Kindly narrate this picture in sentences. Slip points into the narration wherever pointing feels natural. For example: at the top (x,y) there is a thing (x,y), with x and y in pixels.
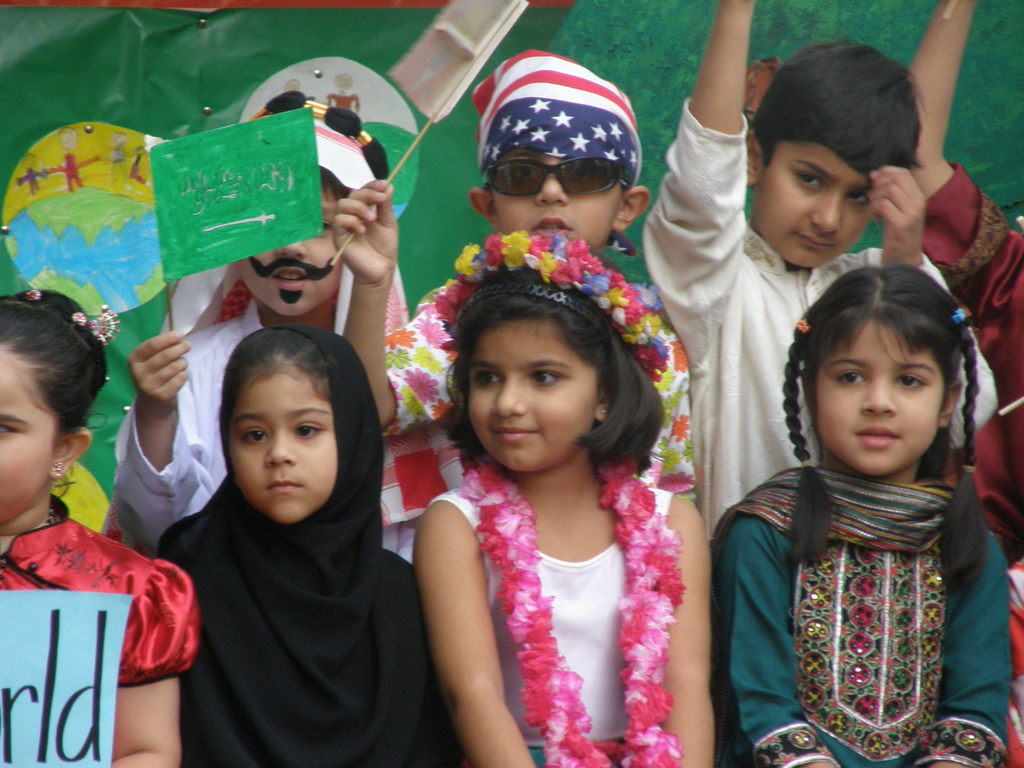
In the foreground of this picture (365,288) we can see the group of children (569,374) and we can see the flags (430,122). In the background (199,50) we can see a green color curtain (111,62) on which we can see the drawing (109,181) of some persons (81,180) and the drawing (70,242) of some objects (68,236) and we can see some other objects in the background (245,7).
